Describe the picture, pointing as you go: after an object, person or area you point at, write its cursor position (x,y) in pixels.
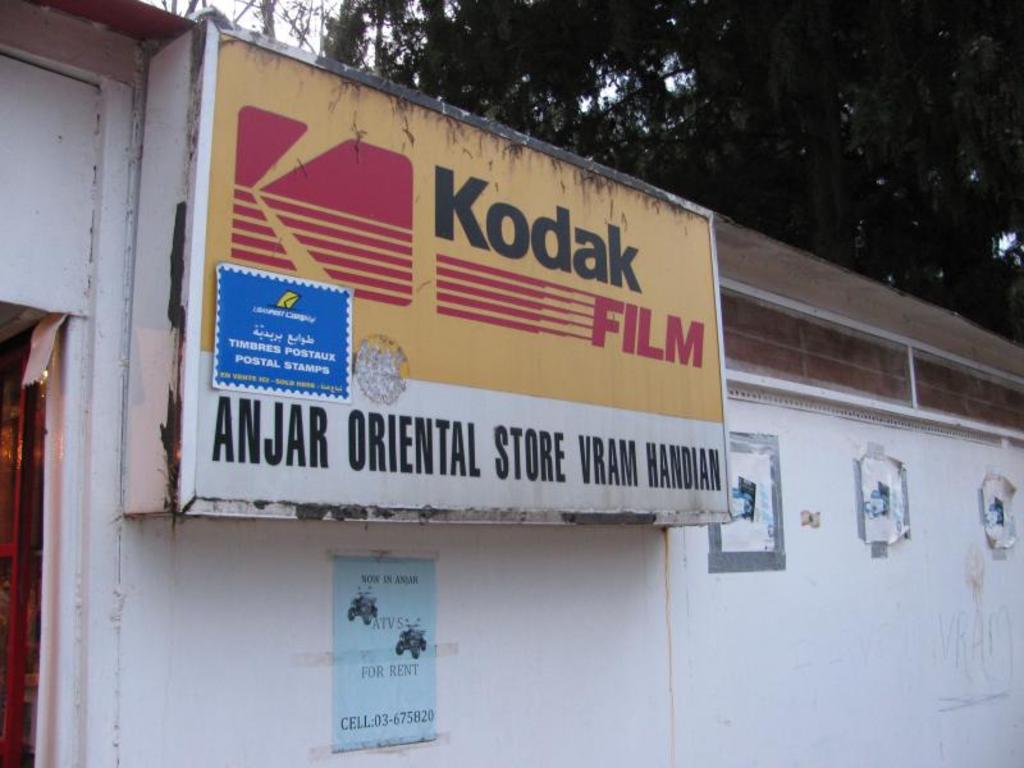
In this image there is a building (797,741) with a name board (569,401), there are papers (415,586) stick to the wall (860,728) of the building (706,538), and in the background (443,94) there are trees (475,10), sky (297,35).
